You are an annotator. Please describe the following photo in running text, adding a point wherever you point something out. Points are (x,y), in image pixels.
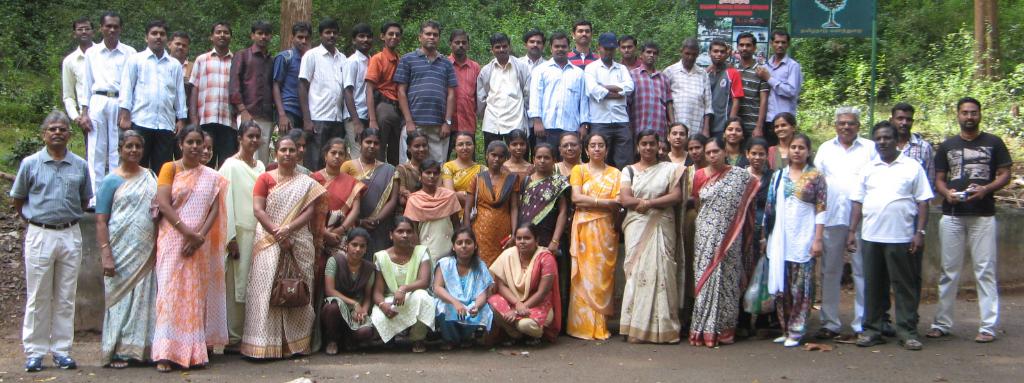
In the picture I can see a group of people (111,137) standing on the road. There is a man (957,148) on the extreme right side (981,143) is wearing a black color T-shirt (969,155) and he is holding the camera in his hand (954,201). I can see a woman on the left side (283,320) and she is carrying a bag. In the background (382,23), I can see the trees (899,15) and a banner board (757,30).
